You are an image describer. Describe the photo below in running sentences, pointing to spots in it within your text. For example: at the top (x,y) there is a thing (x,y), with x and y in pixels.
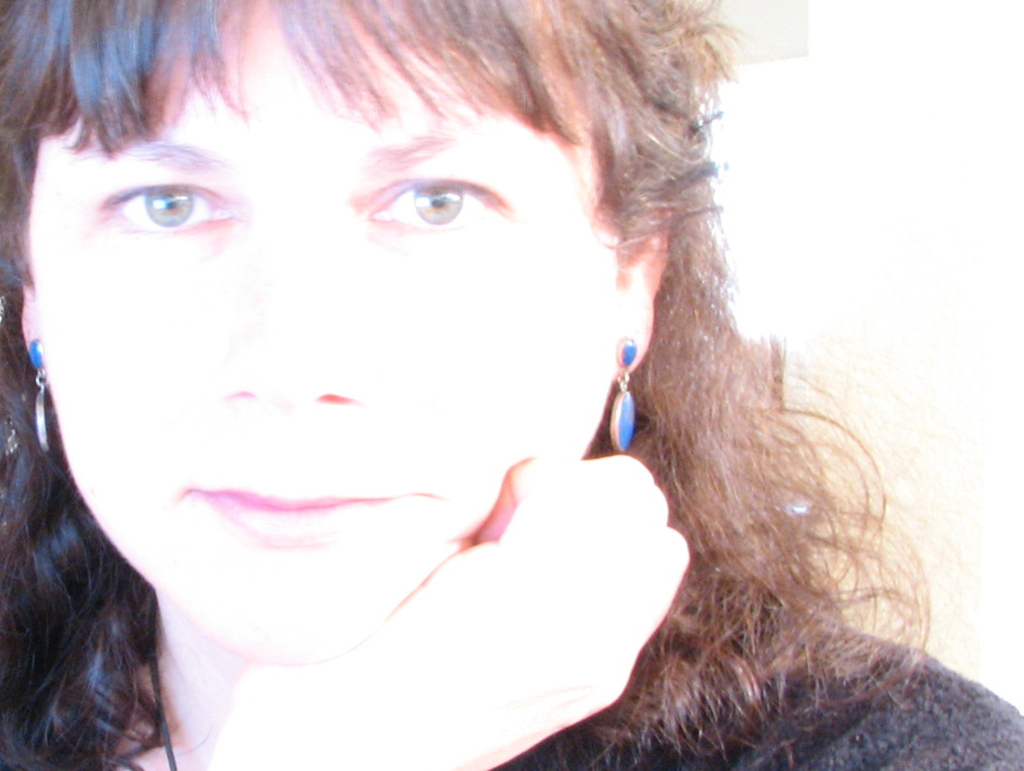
In this image we can see womans face (438,527).
